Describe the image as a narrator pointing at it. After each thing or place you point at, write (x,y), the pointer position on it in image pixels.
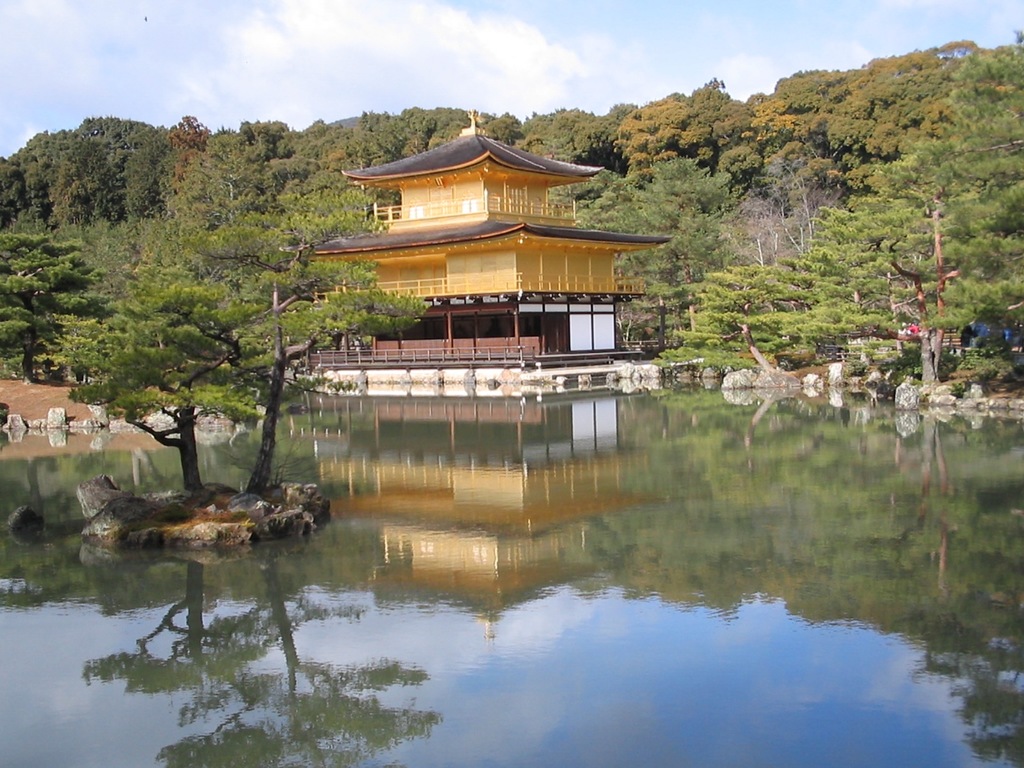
This image consists of a house (472,296). At the bottom (443,597), there is water (341,610). In the background (728,103), there are mountains (349,120) along with the trees (75,188).
